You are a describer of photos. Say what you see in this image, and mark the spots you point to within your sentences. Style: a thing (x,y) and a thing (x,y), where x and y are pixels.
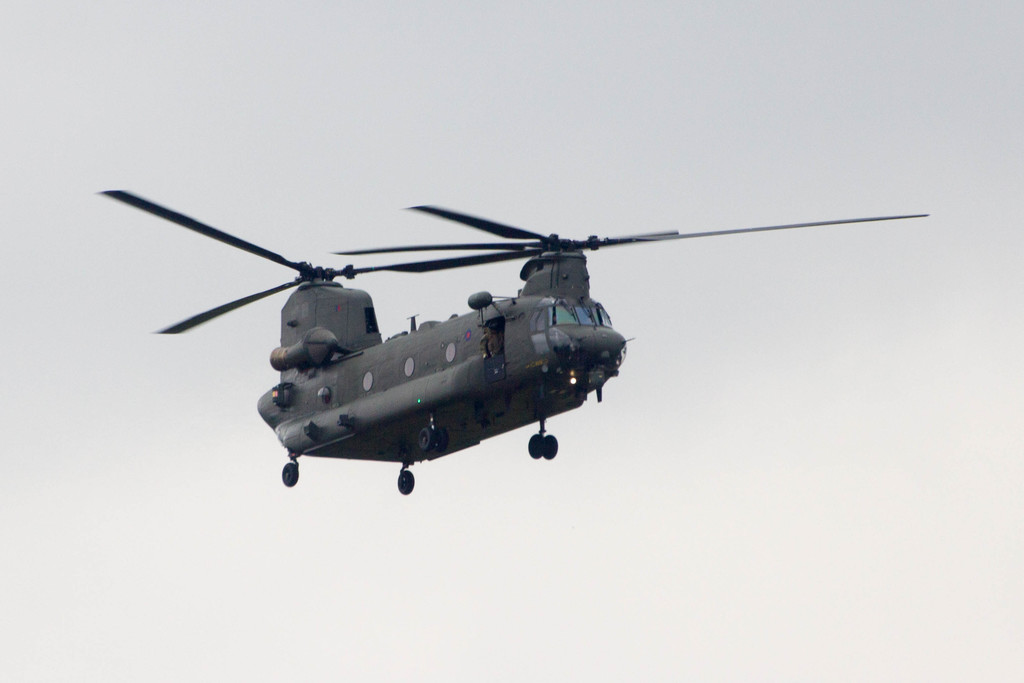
In this picture we can see the military two propellers helicopter (509,400) flying in the sky (561,509).
